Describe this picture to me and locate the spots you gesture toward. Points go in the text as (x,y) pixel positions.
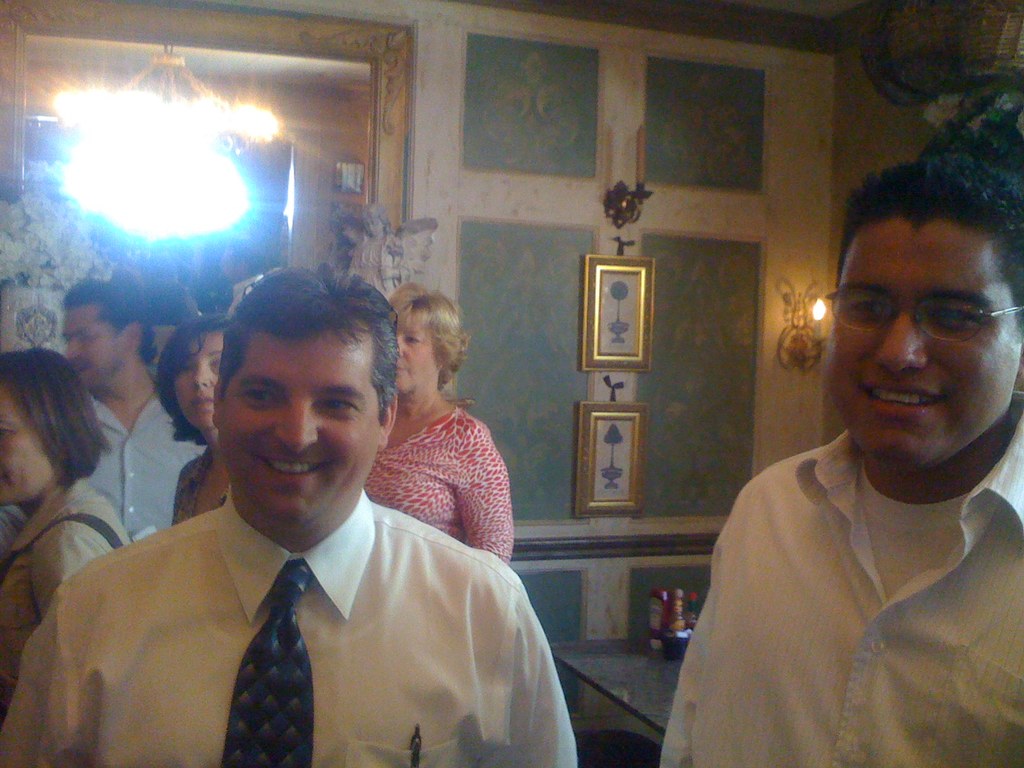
In a restaurant (632,561) a group of people (470,557) were gathered and in the front (468,631) there are two men (691,664), both of them are smiling and behind the people (397,364) there is a wall (736,453) and there are two photo frames (591,481) attached to the wall (692,441) and on the right side (784,343) there is a lamp (798,312) fixed beside the photo frame (637,462) and there is a table (597,663) in front of the wall (625,621) and some sauces (679,606) were kept on that, on the left side (221,104) there is a light (160,69) hangs down from the roof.
